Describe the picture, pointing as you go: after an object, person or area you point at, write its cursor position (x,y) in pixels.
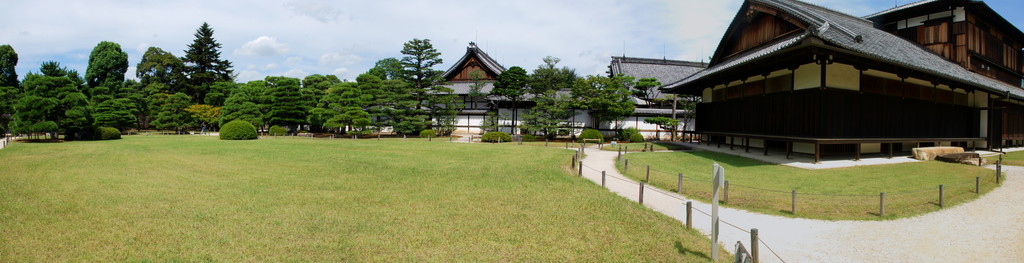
In the background (189,13) we can see the sky (141,8). in this picture we can see houses (973,131), rooftops (919,44), fences (731,191), board (715,177), pole (714,239), plants (621,134), trees (555,124), grass (204,136), pathway (632,179) and objects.
